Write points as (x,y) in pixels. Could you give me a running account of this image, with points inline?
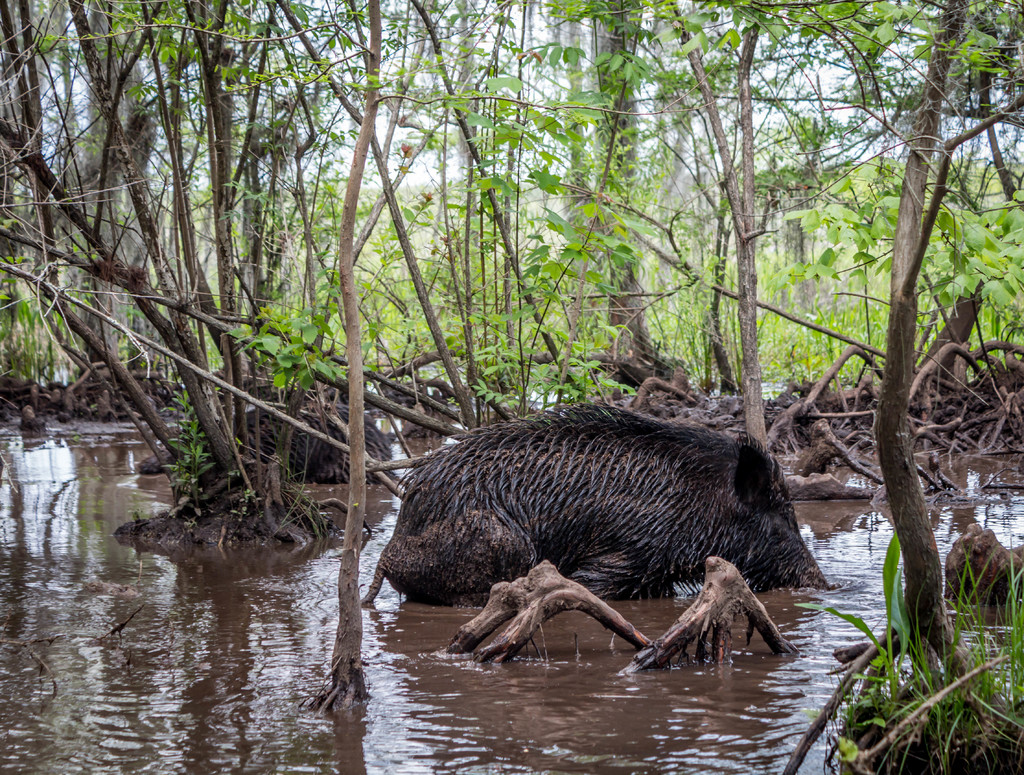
In this image we can see a pig (518,557) is in the water (485,671), behind so many trees (314,269) are there.
